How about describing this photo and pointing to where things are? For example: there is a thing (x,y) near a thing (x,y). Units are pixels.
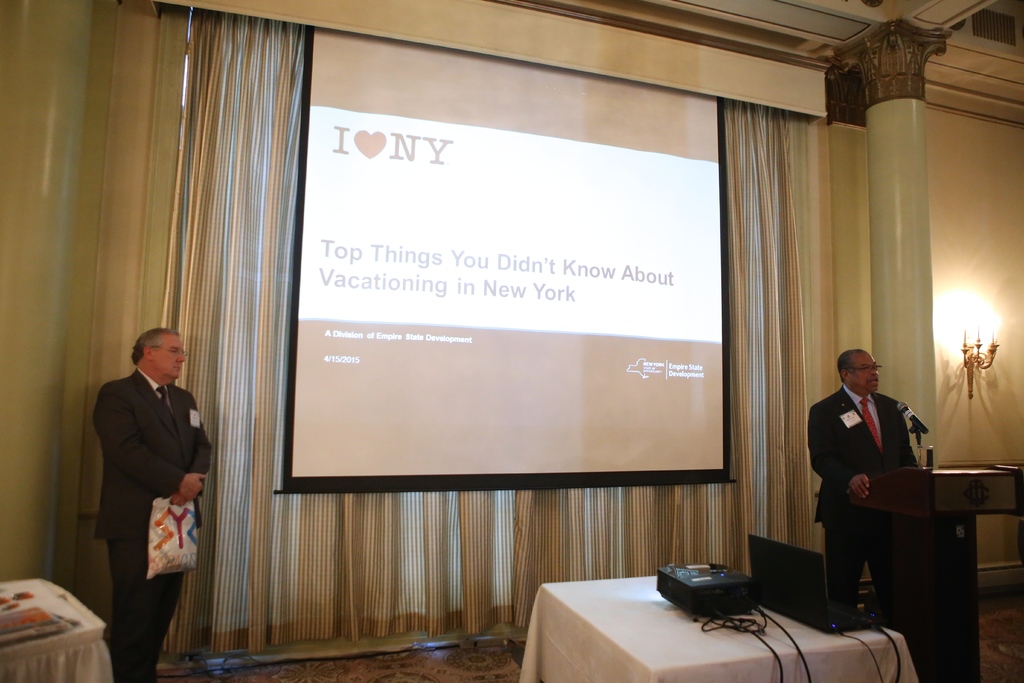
In this image in this room (600,264) the two persons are standing on the floor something is there and also table (720,636) is also there.
